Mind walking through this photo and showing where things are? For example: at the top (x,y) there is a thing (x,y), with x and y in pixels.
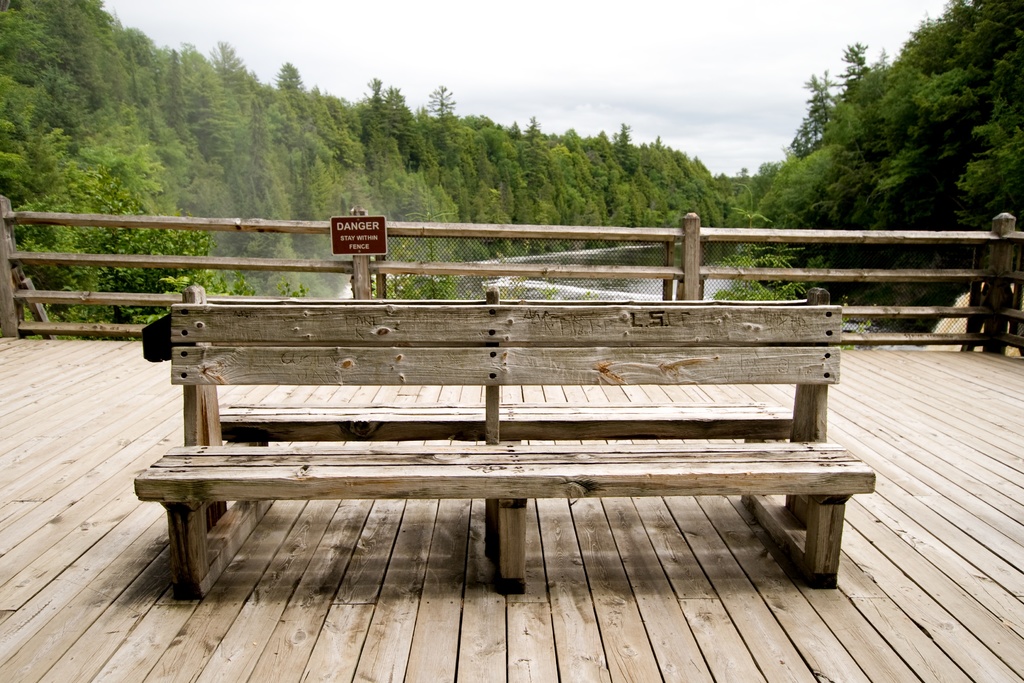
In this image we can see a bench (323,323) and railing (488,246). To this railing (473,246) there is a signboard (371,234). Background (440,23) there is a sky (583,110), trees (54,189) and water (597,260).
